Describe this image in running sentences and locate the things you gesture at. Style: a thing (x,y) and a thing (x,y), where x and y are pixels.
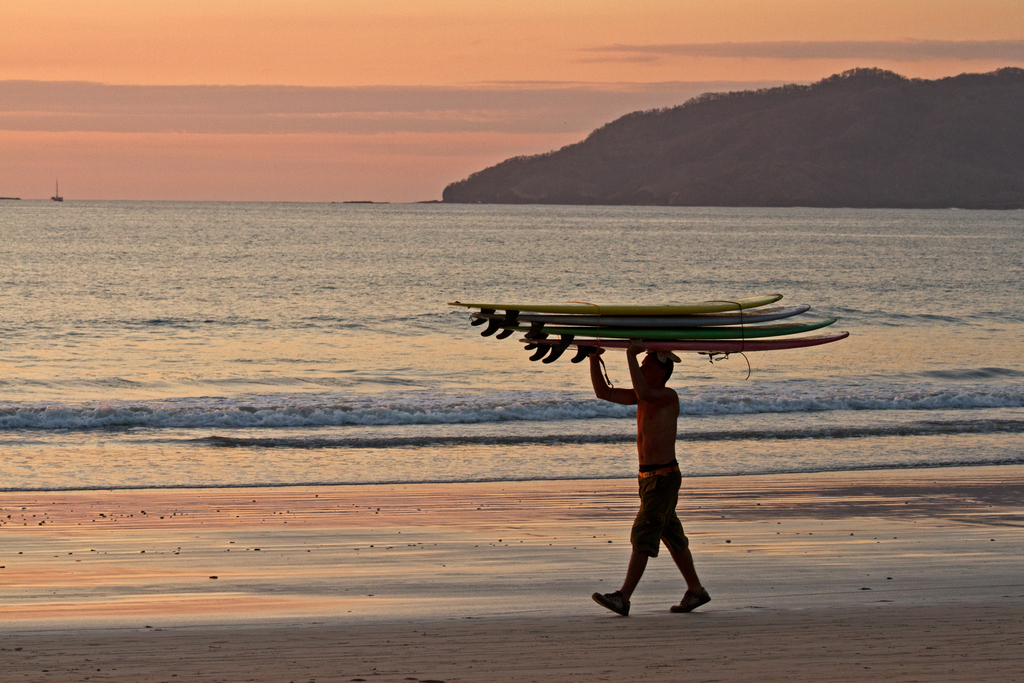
This is the picture of a man (637,534) walking on a seashore (954,522) and the man (651,398) is holding the something (684,334) on the left side of the man (662,424) there is a sea (479,263), mountain (645,184) and sky (345,85).
